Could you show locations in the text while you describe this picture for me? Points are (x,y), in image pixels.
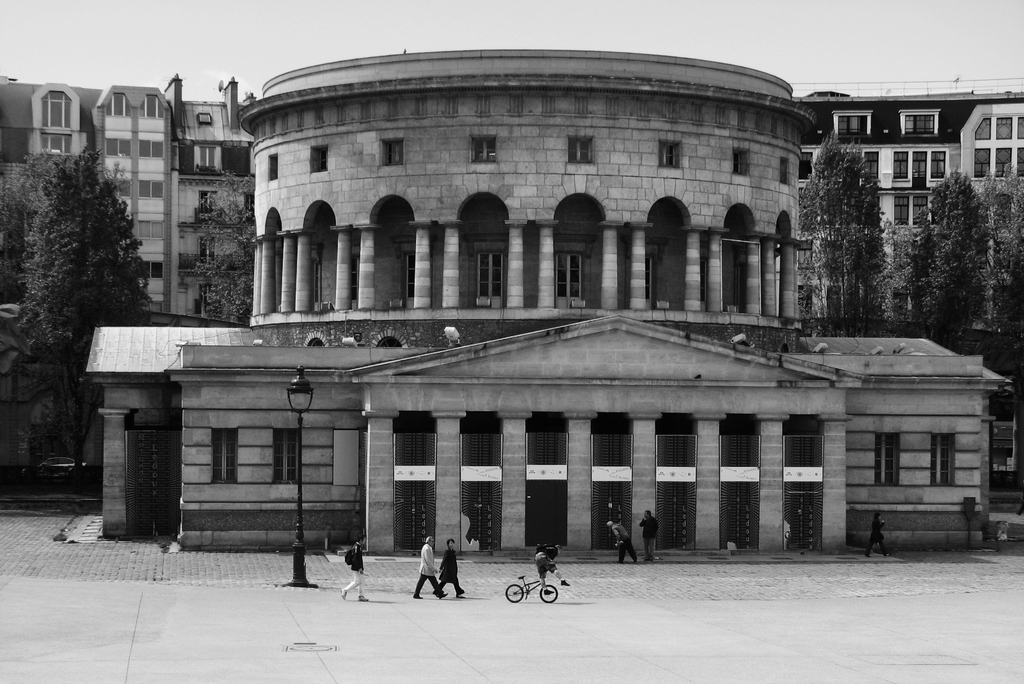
This image is a black and white image. there are some persons (428,560) standing at bottom of this image (557,580). The person (354,577) standing in middle of this image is holding a backpack (548,560) and there is a bicycle (518,589), and there is a building (392,304) in the background (559,423). There are some trees (207,311) on the left side of this image (103,232) and on the right side of this image (911,296), and there is a sky (485,26) at top of this image (642,28) and there is a pole (299,459) at bottom left side of this image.
